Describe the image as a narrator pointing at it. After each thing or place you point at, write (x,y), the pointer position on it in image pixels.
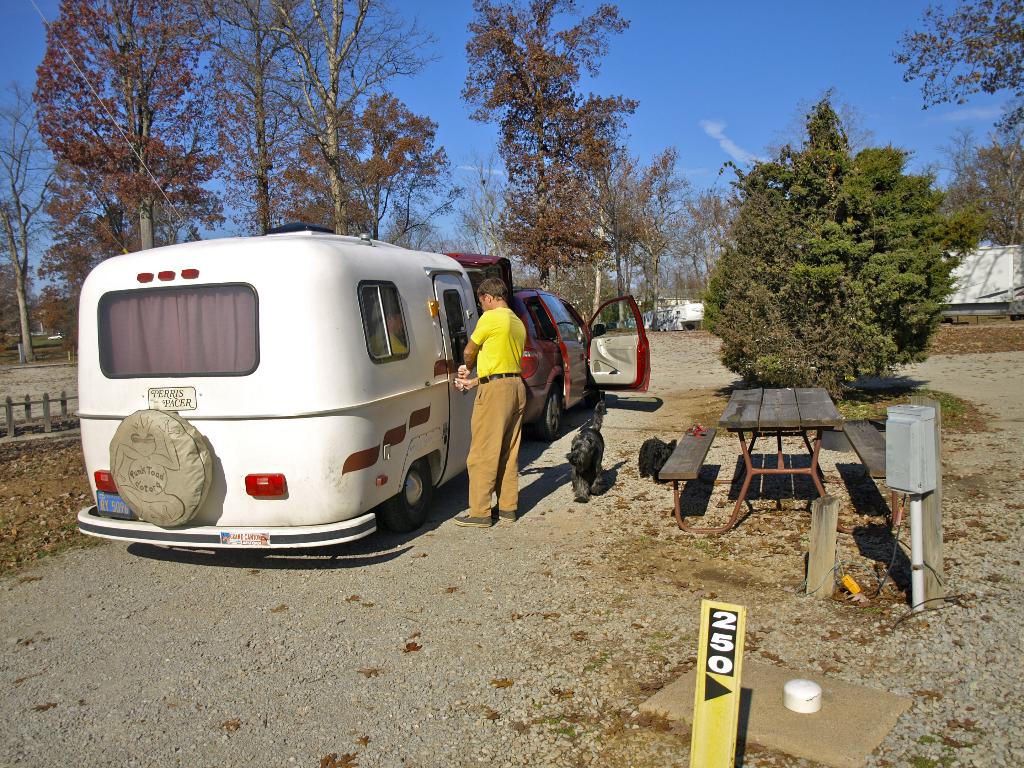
In this image I can see a man (487,293) is standing next to white vehicle (401,447). I can also see one more vehicle (551,372), number of trees (603,190) and clear view of sky (740,91).
